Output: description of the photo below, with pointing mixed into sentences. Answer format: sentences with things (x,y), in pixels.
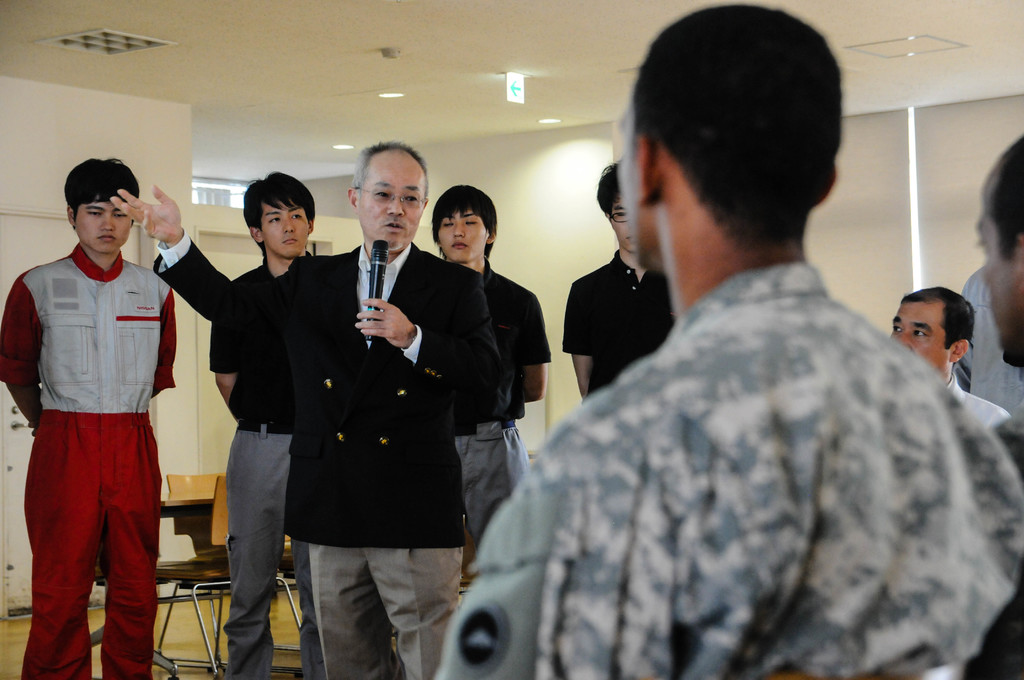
In this picture we can see a group of people (80,468), one person (397,469) is holding a mic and in the background (554,400) we can see a wall (554,400), roof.
